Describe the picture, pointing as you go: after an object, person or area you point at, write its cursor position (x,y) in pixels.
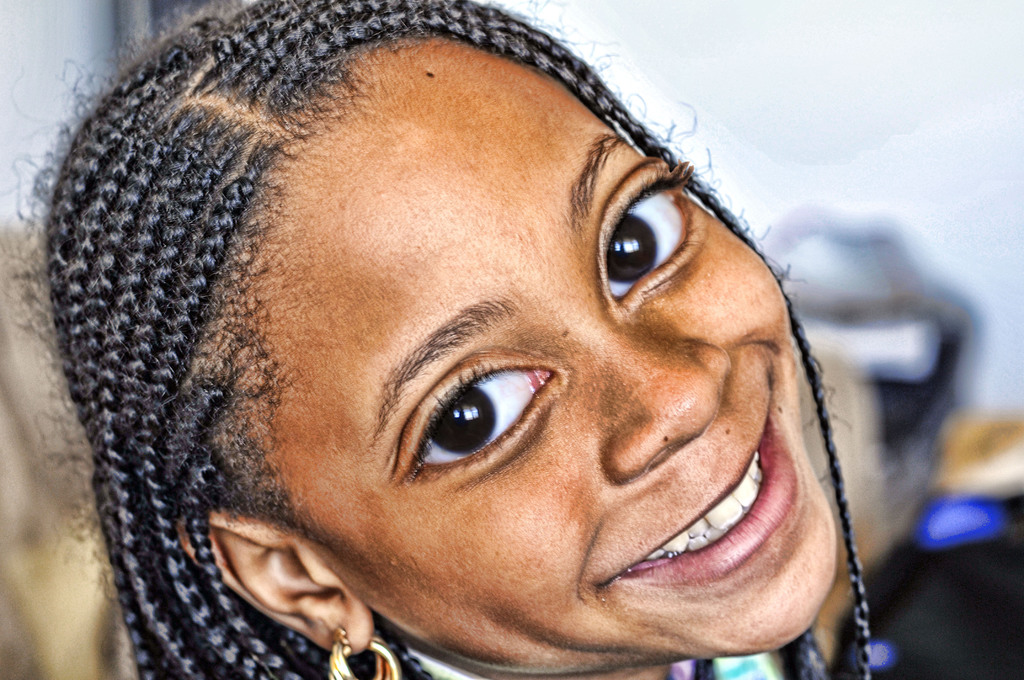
In this image I can see a person face (343,163) and I can see a blurred background (878,105).
